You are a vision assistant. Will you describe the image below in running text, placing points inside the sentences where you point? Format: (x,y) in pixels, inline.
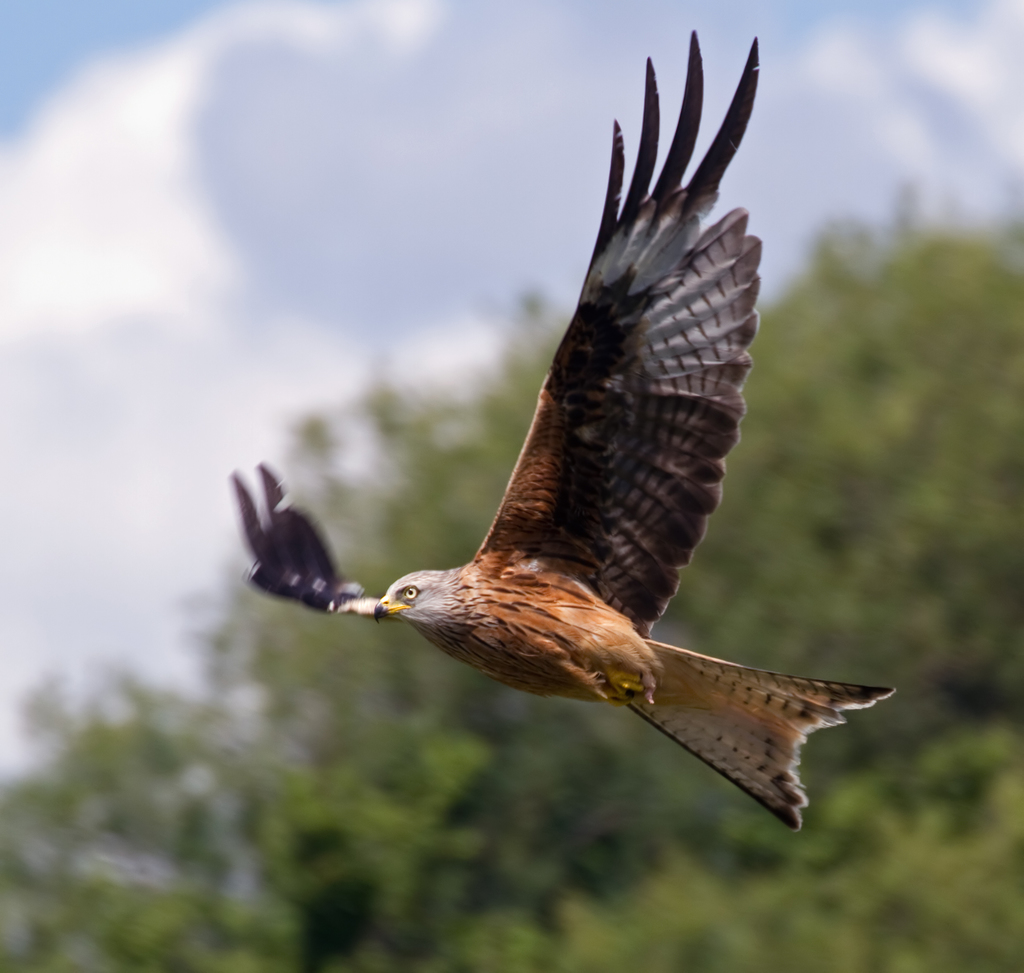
In this picture there is a bird (517,673) which is flying in the air (11,16). In the background (904,622) I can see many trees (1017,780). At the top (100,61) I can see the sky (186,117) and clouds (234,66).
